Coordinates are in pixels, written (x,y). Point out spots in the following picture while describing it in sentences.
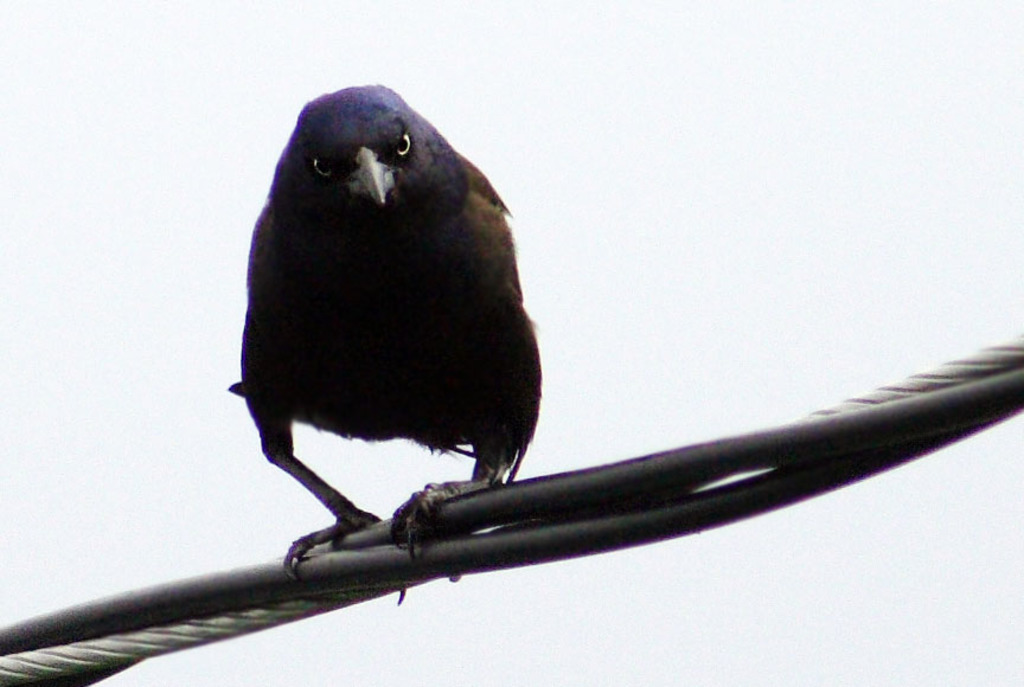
In this picture we can see a bird (361,215) in the middle (381,251), there are wires (854,430) at the bottom (753,458), we can see a plain background (806,196).
